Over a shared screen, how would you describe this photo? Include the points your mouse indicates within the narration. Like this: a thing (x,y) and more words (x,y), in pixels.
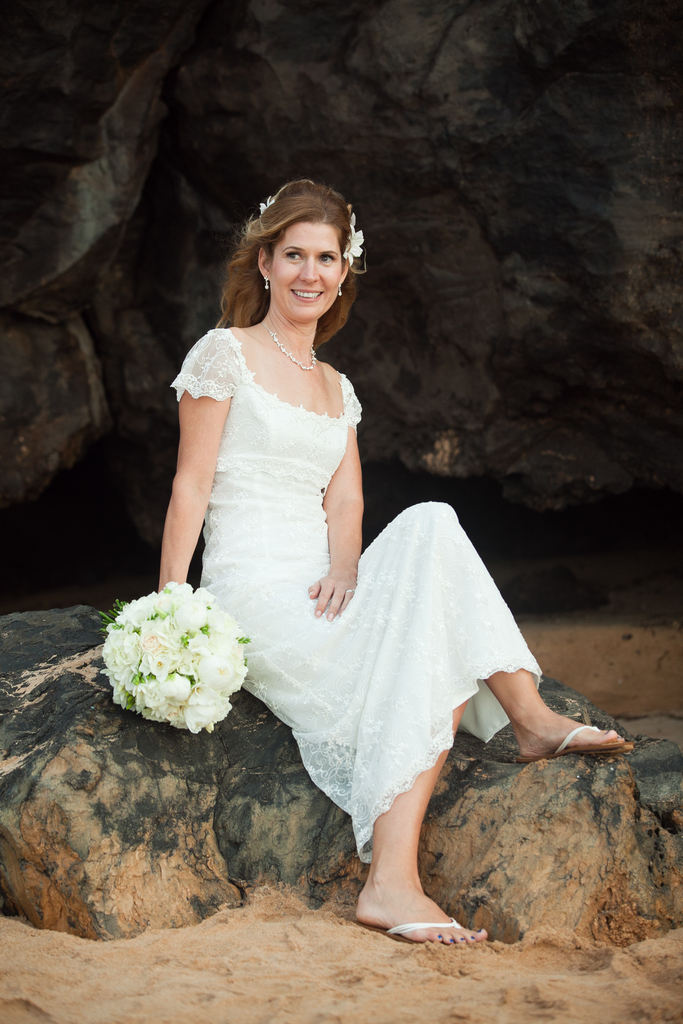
In this picture we can see a woman (280,670) in the white dress (357,767) is holding a bouquet (159,659) and sitting. Behind the woman (246,329) there is a rock (597,167).
